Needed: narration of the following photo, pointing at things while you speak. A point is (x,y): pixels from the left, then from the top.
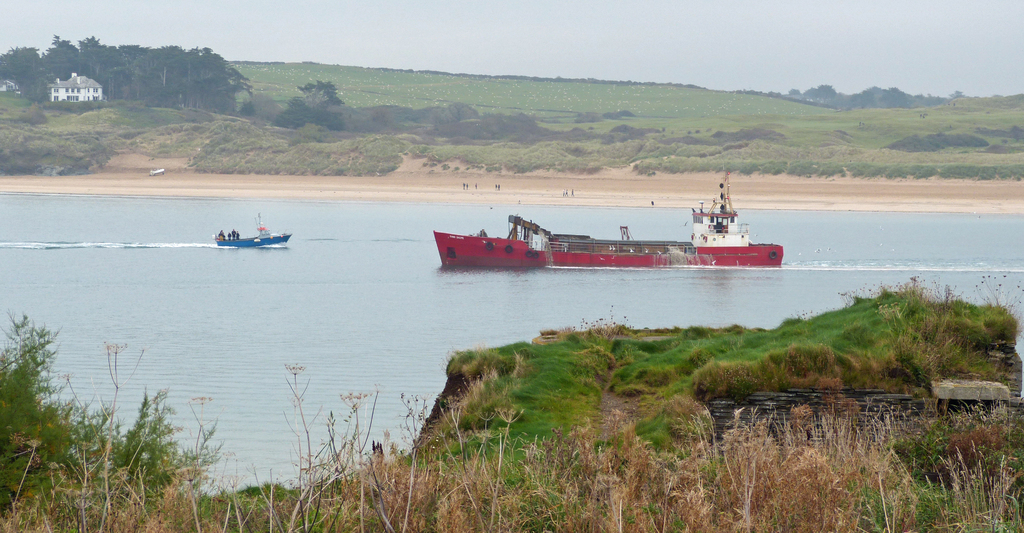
In this picture in the middle (586,241), we can see a boat (558,262) which is sailing on the water (746,273). On the left side (269,245), we can also see another boat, on that boat (246,244) there are group of people (226,239) and the boat (283,240) is in blue color. In the background (13,125), we can see a house (84,81), plants (873,99). On the top (843,70) there is a sky (928,24), at the bottom (689,375) we can see water (1014,251) and grass (693,404).
